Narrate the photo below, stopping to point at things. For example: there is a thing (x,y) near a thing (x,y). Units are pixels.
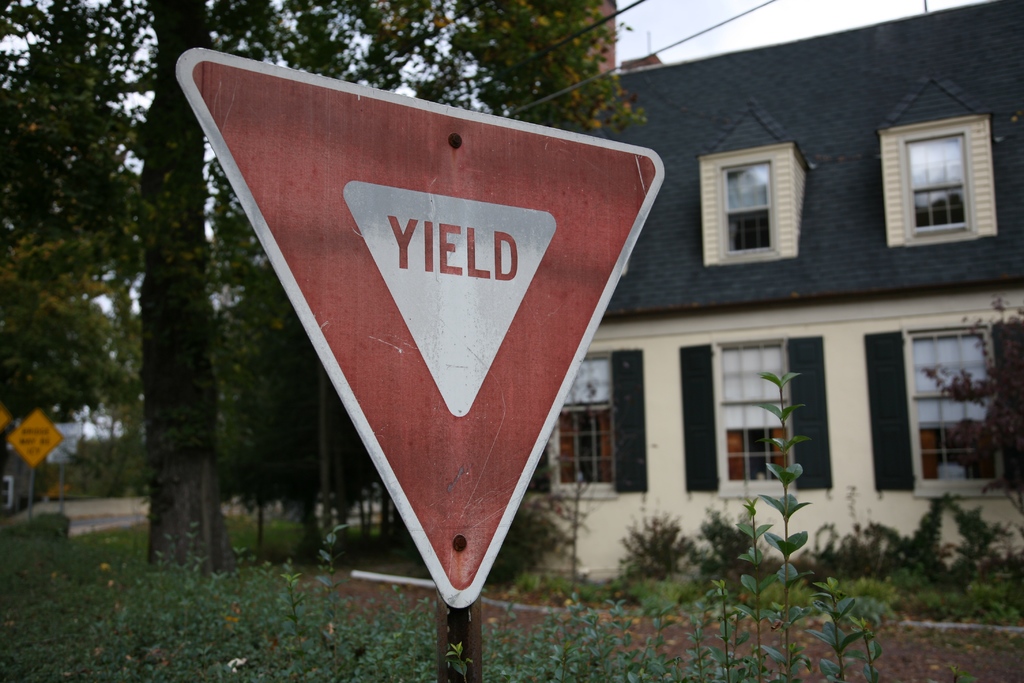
In this image there are poles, there are boards (404,296), there is text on the boards (416,368), there are plants (125,647) towards the bottom of the image (167,621), there are trees (274,427) towards the left of the image (141,256), there is a house (753,219) towards the right of the image (773,185), there are windows (608,435), there are wires (669,47) towards the top of the image (669,42), there is the sky (684,22) towards the top of the image (678,40).
